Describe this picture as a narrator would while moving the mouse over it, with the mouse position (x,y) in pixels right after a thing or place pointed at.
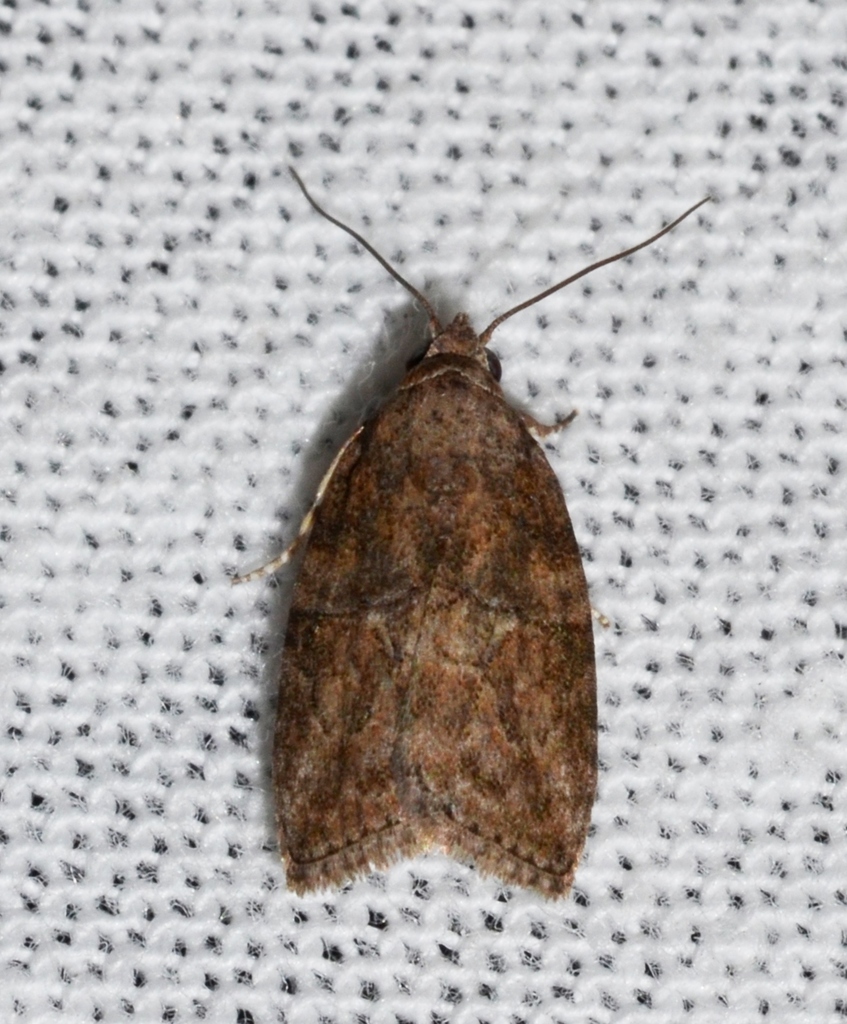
In this image there is an insect (451,574) on the surface (99,448) which is white in colour.
